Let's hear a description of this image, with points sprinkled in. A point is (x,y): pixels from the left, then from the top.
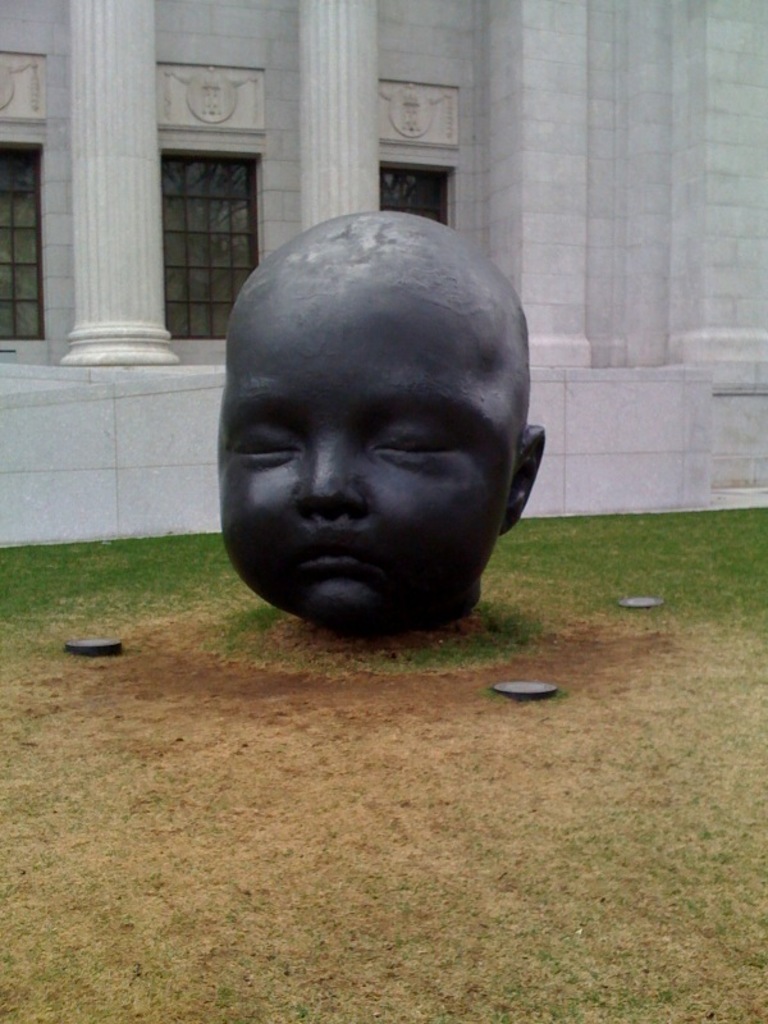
In the middle of the picture (416,431), we see a statue (321,437). Behind that, we see a building (581,197) in white color. We even see pillars (148,258) and windows (222,316). At the bottom of the picture (412,847), we see the grass (539,806).
